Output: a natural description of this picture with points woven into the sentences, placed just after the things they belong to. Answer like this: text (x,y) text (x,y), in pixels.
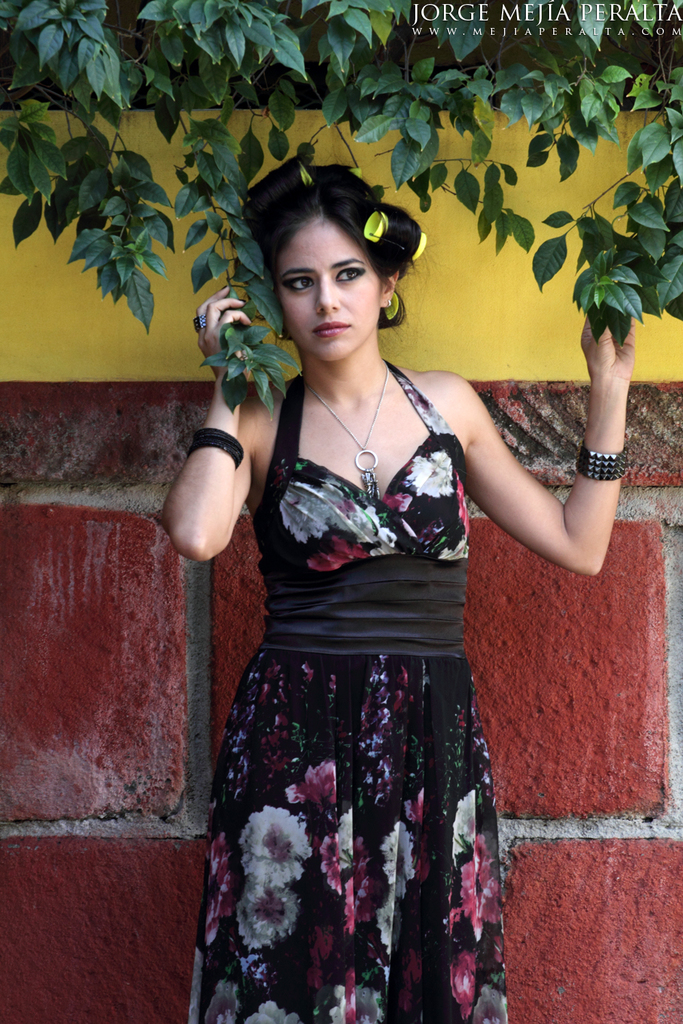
In this picture we can see a woman (374,844) standing, in the background (219,594) there is a wall (124,455), we can see some leaves (235,53) of the tree (232,42), there is some text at the right top of the picture (544,31).
